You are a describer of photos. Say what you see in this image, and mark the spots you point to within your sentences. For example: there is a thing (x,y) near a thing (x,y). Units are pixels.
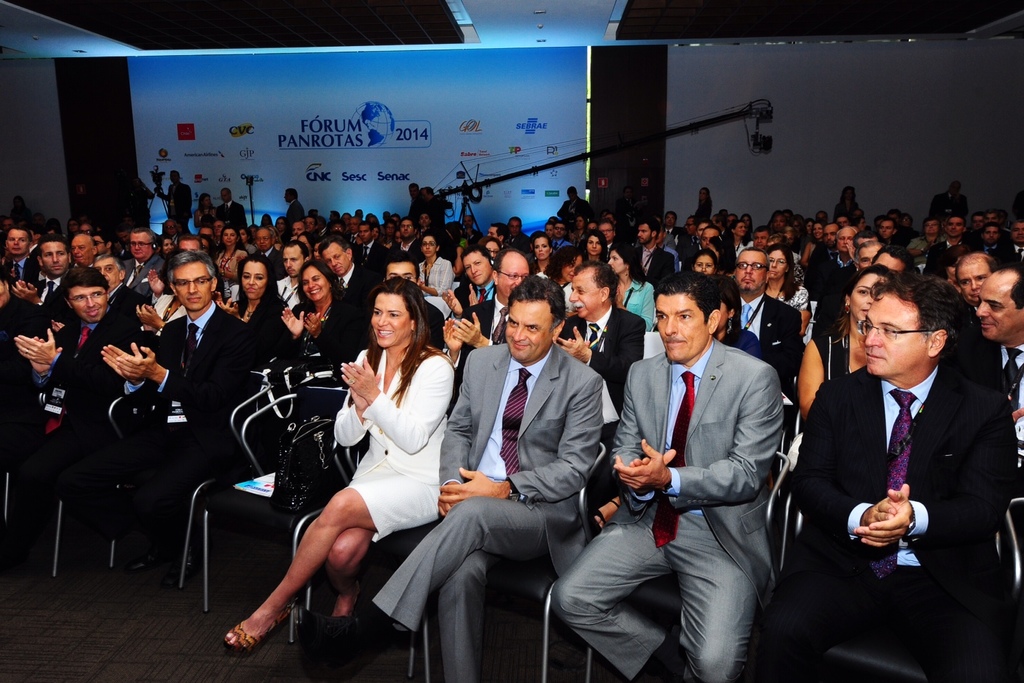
In this picture we can see a few people (82,246) sitting on the chair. There is a bag (301,500) and a book (261,490) on the chair (256,468). We can see a few people (171,189) and a poster (396,119) in the background (433,179).
